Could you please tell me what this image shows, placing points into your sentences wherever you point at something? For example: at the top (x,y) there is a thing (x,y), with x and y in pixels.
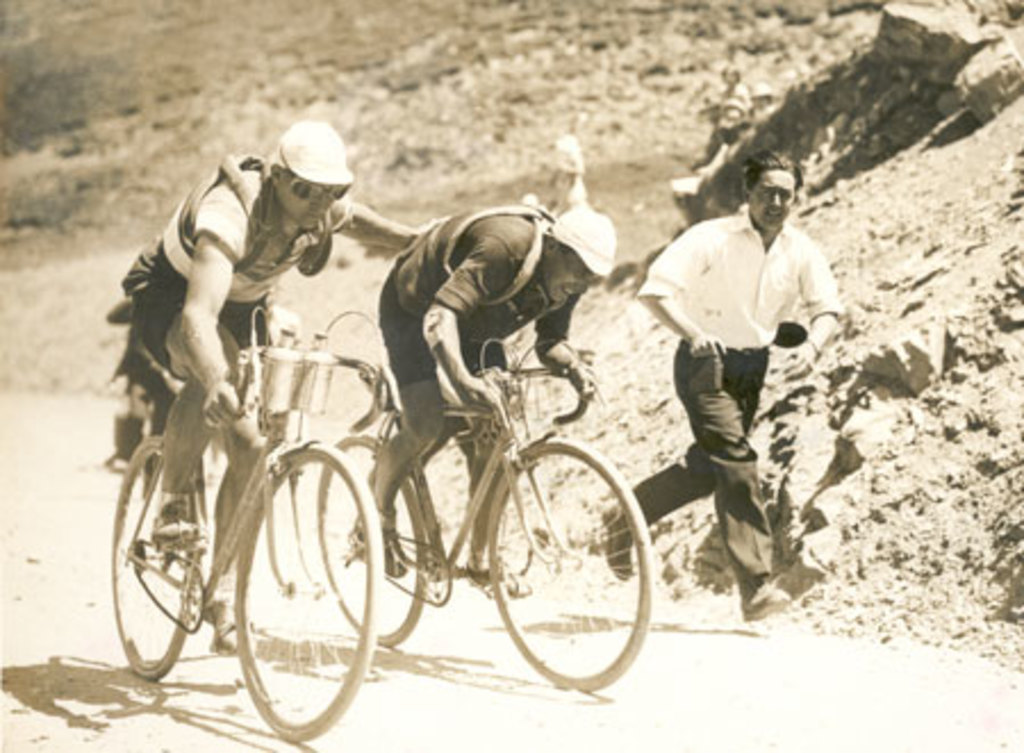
In this image we can see two persons (247,454) are riding their bicycles (387,432) on the road (295,575). This man (746,455) is running on the road (72,535). In the background (795,487) we can see a rock hill (502,131).
